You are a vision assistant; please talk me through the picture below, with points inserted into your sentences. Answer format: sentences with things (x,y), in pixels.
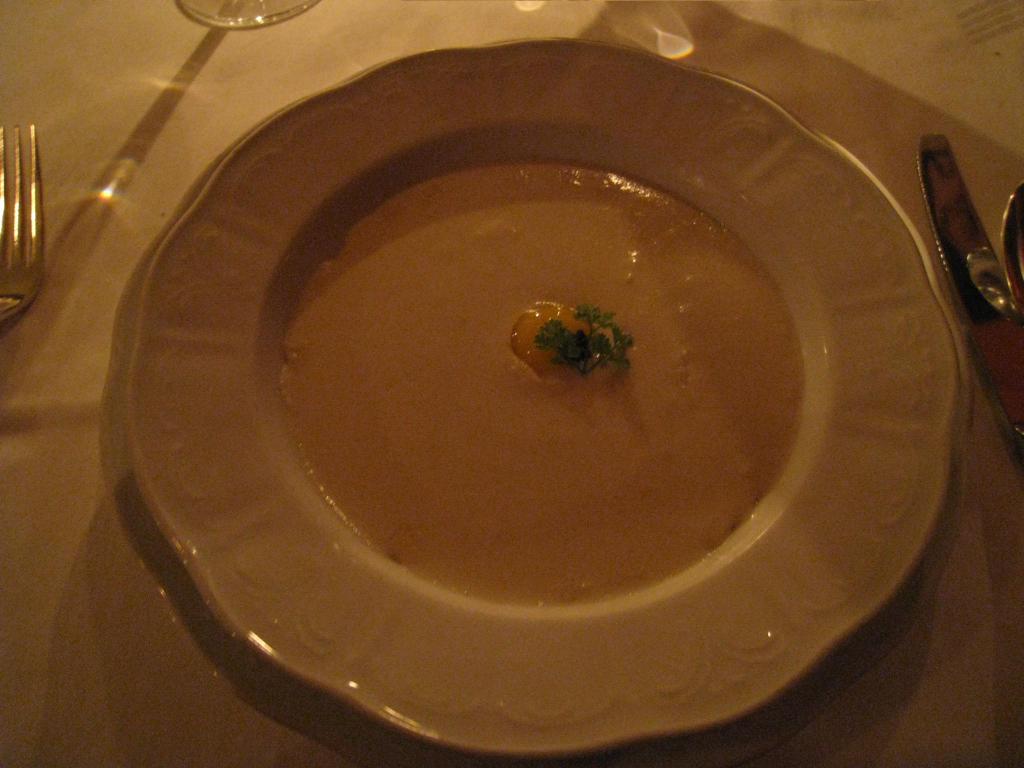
This image consists of a plate (399,609) in the middle (506,283). It is in white color. There is some eatables (351,389) in that. There is fork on the left side (5,186). There is knife (962,251) on the right side (947,242).
